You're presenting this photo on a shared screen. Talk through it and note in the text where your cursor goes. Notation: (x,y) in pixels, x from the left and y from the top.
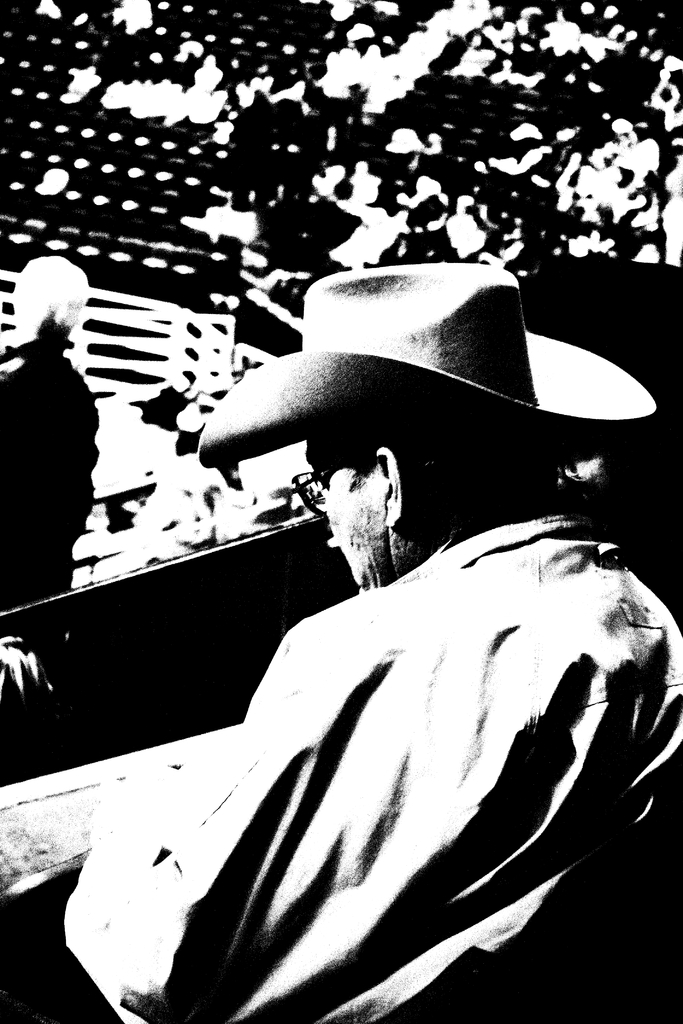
This is a black and white image. In this image, in the middle (330,666), we can see a person (618,612) wearing a hat (538,365). In the background (639,212), we can see a group of people (330,261) and black color.
